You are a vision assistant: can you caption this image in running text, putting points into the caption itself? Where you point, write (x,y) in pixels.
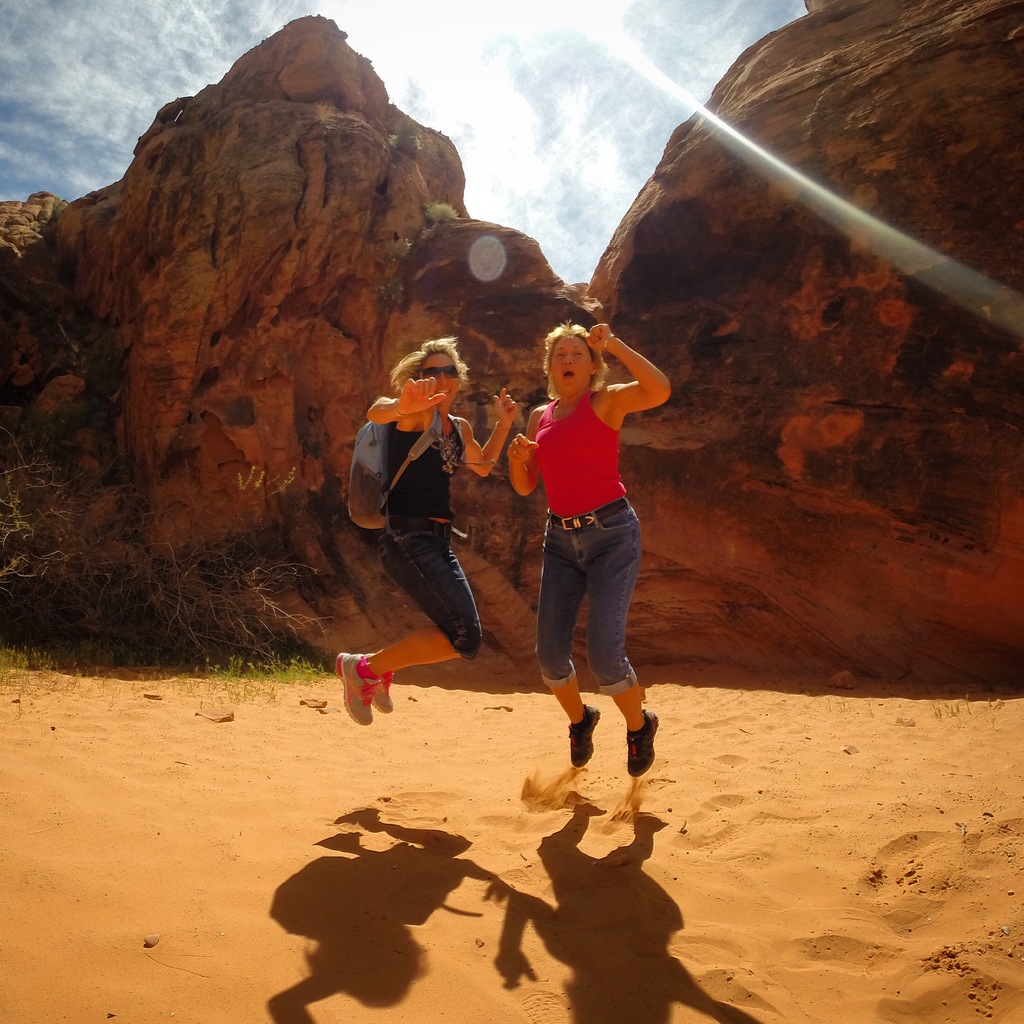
This image is clicked outside. There is sky (483,53) at the top (22,21). There are two women (356,680) in the middle (602,663). They are jumping. There is sand (537,791) at the bottom (589,878).
